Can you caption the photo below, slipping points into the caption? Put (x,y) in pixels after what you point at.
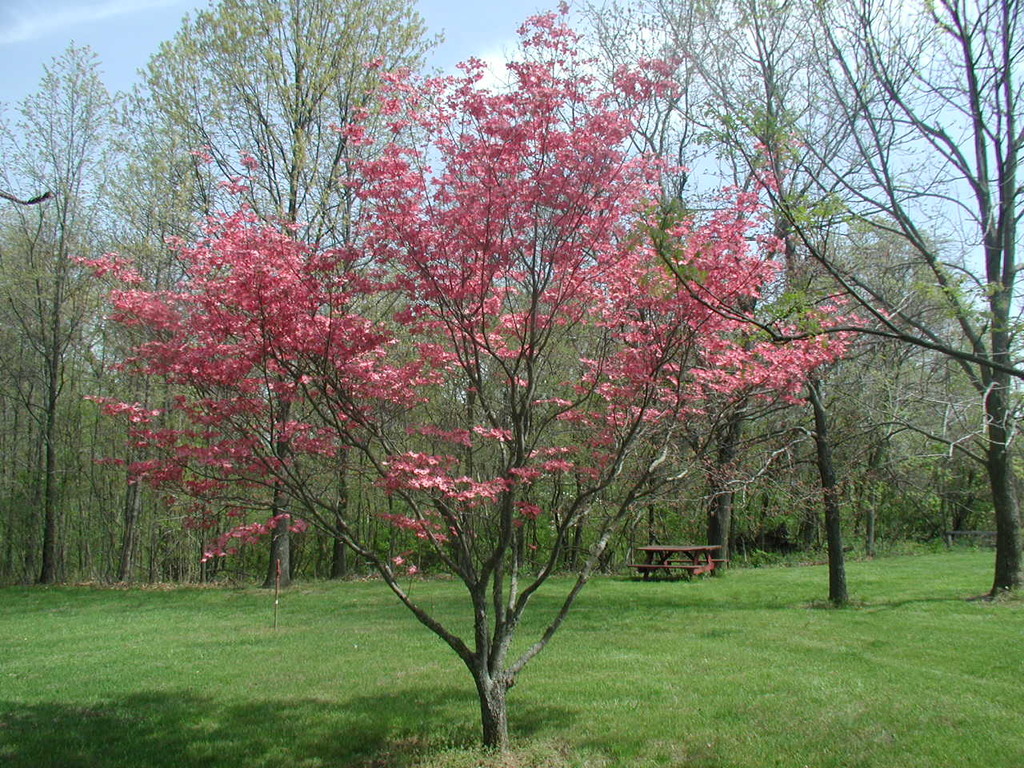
In this picture in the foreground (438,471) there is one tree (518,456), at the bottom (541,612) there is grass (648,682) and in the center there is one picnic table (664,557). In the background (949,465) there are some trees (897,333), and on the top of the image (467,27) there is sky (449,45).
